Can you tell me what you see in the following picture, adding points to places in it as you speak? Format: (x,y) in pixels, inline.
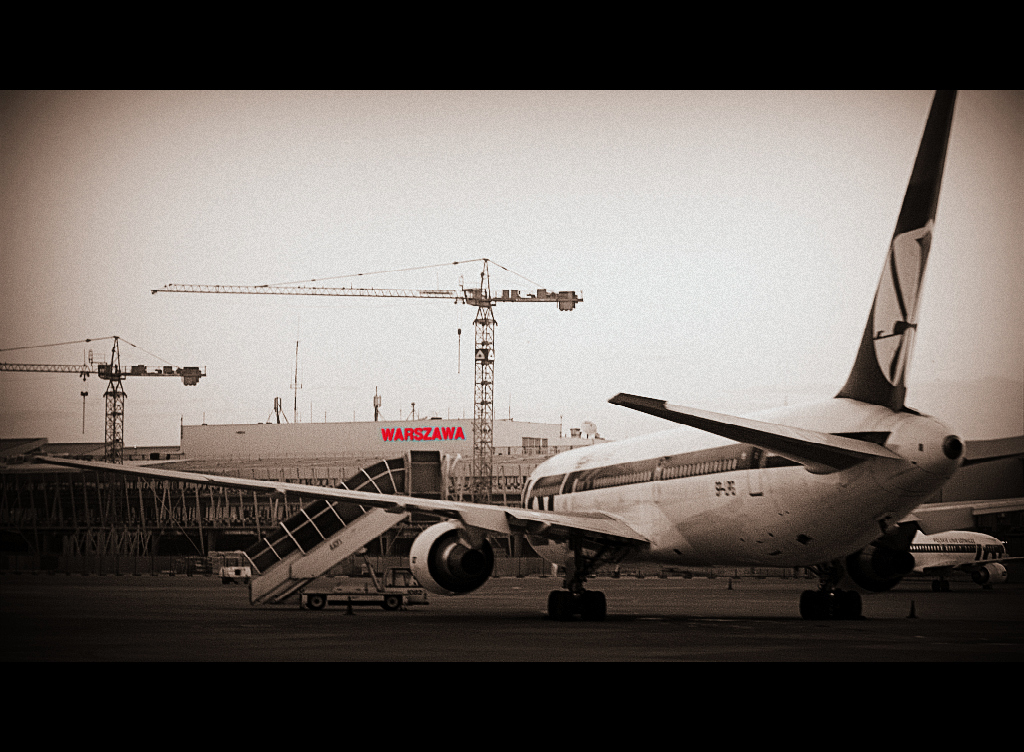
In this image, we can see an airplane (695,460), building (509,471) and staircase (302,549). There is a crane (109,374) on the left (100,364) and in the middle of the image (477,304). There is a sky (433,137) at the top of the image (338,147).
